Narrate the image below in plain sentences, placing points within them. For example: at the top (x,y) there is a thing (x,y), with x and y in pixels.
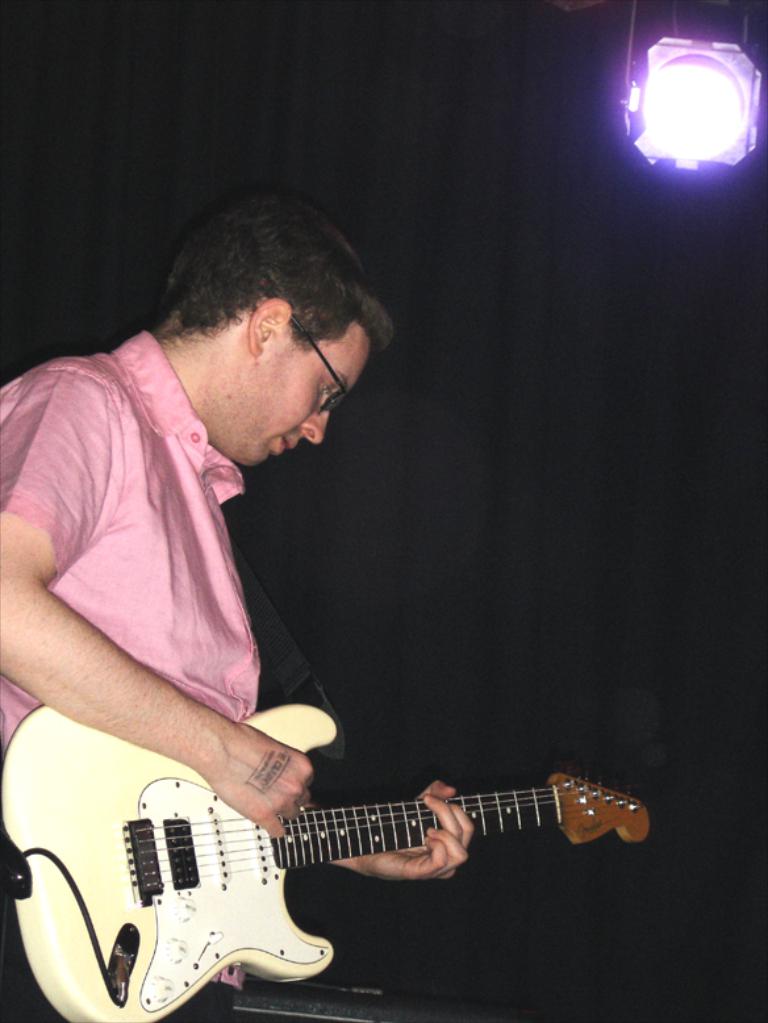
In this image I can see a person (189,439) wearing the pink shirt (139,570) and holding the guitar (350,834). In the background (684,49) there is a light (684,115).
